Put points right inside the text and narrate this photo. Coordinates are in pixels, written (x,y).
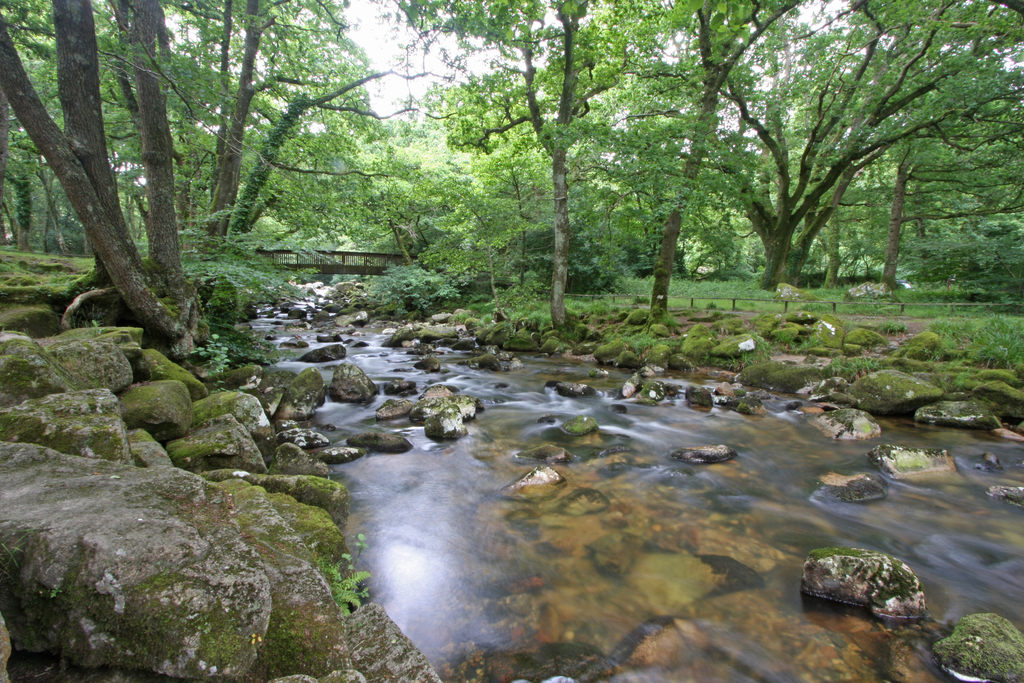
In this image we can see rocks (389,434), running water (492,419), plants (577,273), trees (188,317), wooden bridge (377,267) and sky (465,80).
